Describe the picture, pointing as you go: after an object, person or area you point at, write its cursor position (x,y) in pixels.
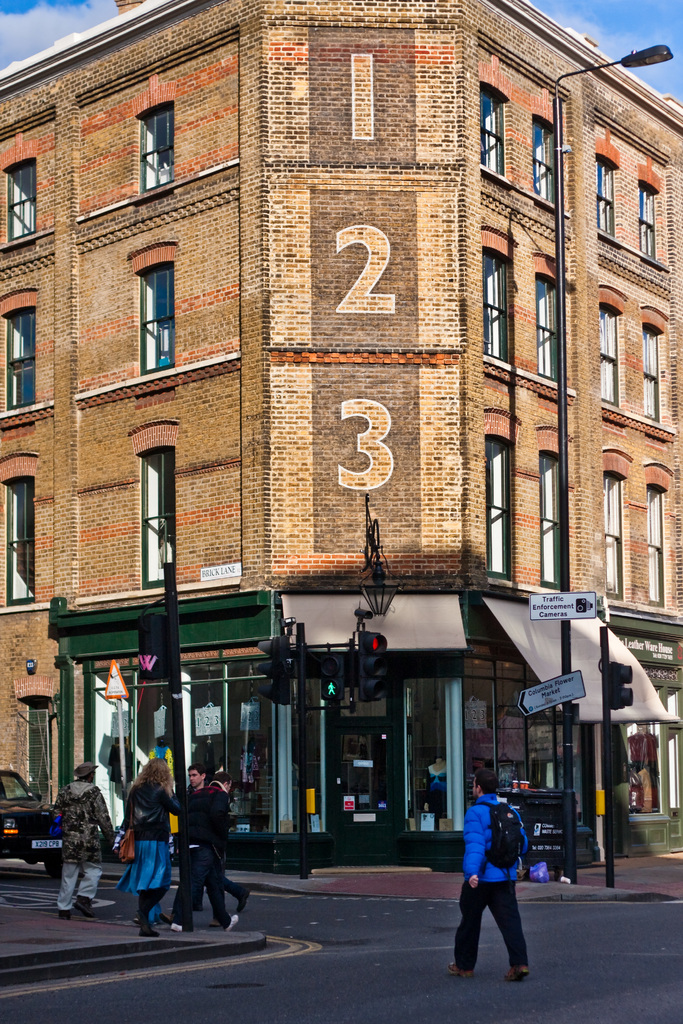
The picture is clicked outside a city (575,772). In the foreground of the picture (362,906) there are footpath (66,936), road (441,975), poles (608,855), signal lights (629,699), car (48,823) and people (212,900) walking down the road (573,985). In the center (425,456) there is a building (322,455). Sky (39,8) is clear and it is sunny.
